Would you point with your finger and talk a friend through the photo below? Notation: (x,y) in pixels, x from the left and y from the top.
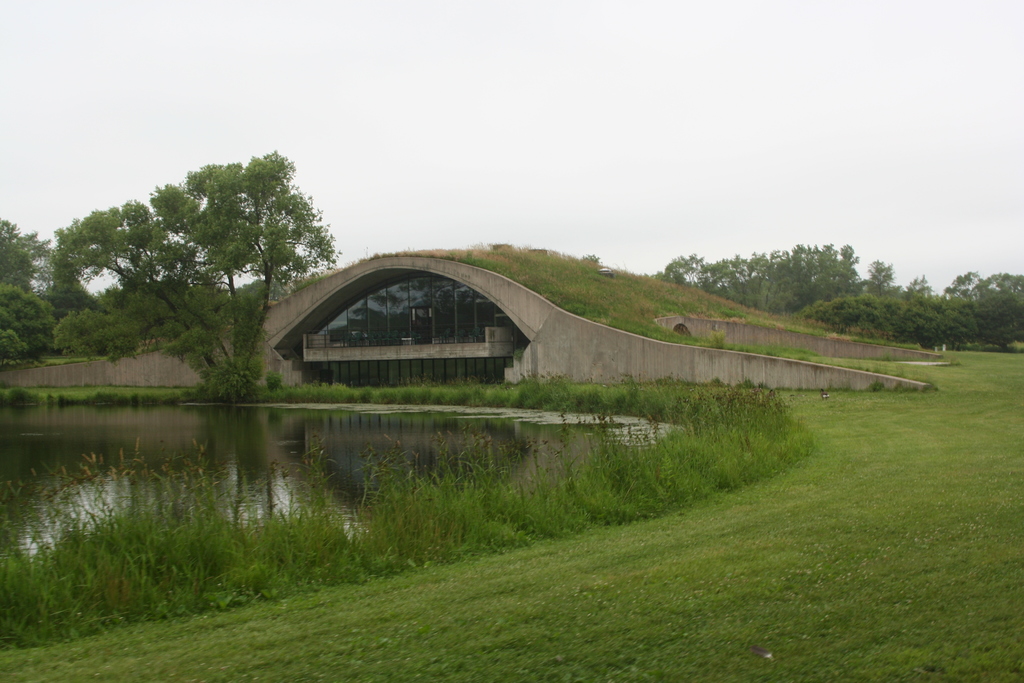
At the bottom of the picture (738,604), we see the grass (525,514). On the left side (111,443), we see water (274,497) and this water (274,497) might be in the pond (134,415). In the middle of the picture (344,383), we see trees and an arched building (284,332). There are trees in the background (764,301). At the top of the picture (491,147), we see the sky (415,140).
